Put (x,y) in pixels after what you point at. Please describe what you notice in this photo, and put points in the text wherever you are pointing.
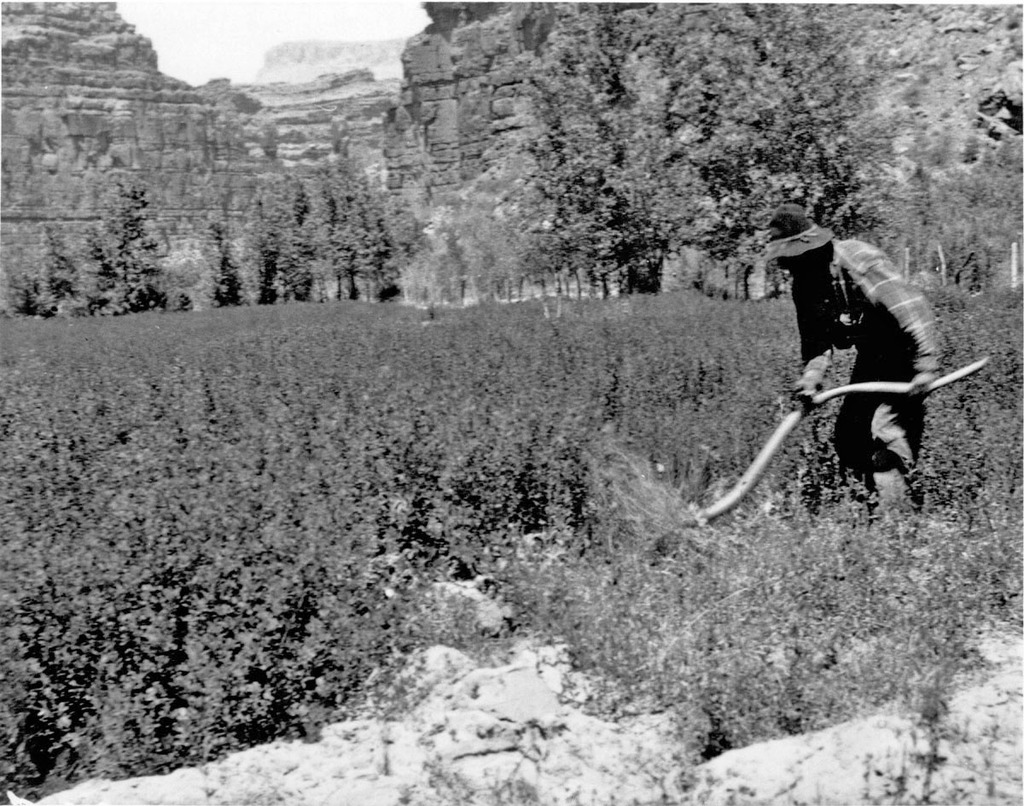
Here we can see a black and white picture. In the picture we can see a person (854,313) holding an object (897,381) with his hands (922,394). There are plants (647,582), trees (546,209), and a mountain (471,154). In the background (178,40) there is sky (327,33).
